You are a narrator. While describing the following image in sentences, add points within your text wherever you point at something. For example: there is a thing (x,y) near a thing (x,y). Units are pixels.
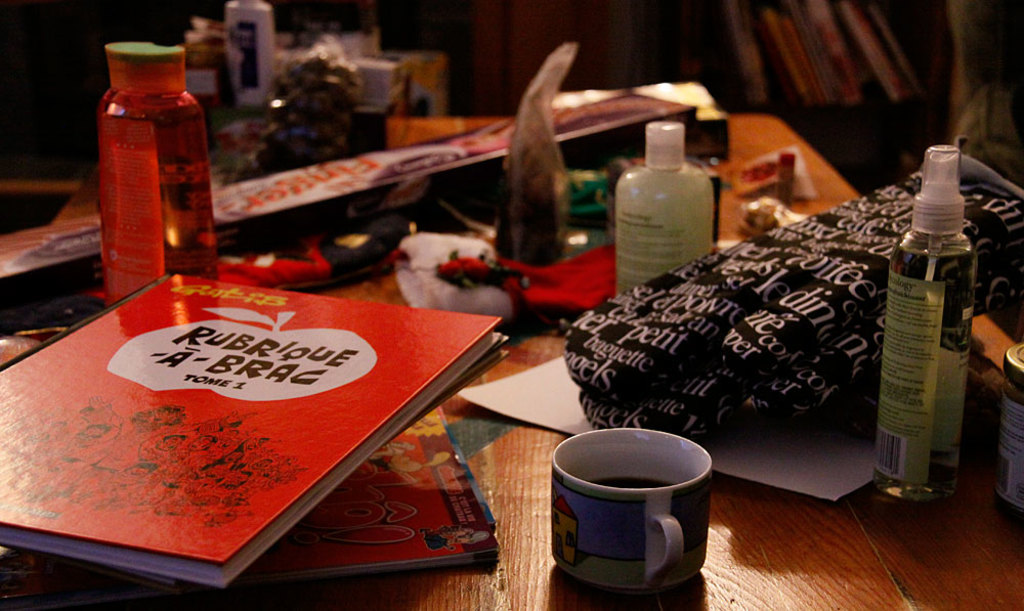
In this image I can see few bottles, a cup (600,563) and few books (283,471).
